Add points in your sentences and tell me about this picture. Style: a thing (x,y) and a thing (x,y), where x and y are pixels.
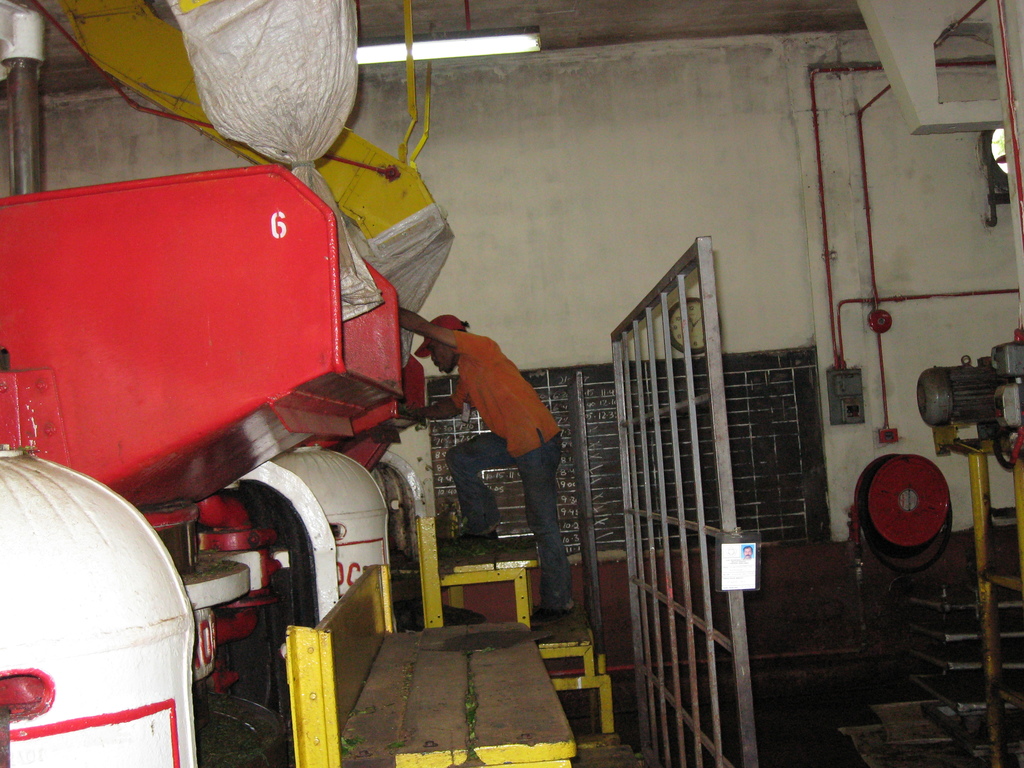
In this image there is a man (487,524) standing on the wooden steps (512,561) and looking in to the machines (356,356) which are in front of him. On the right side (949,401) there are motors (948,409) and pipes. In the middle (681,341) there is an iron grill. In the background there are pipes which are attached to the wall (727,124). At the bottom (428,692) there is a wooden bench (418,665).
